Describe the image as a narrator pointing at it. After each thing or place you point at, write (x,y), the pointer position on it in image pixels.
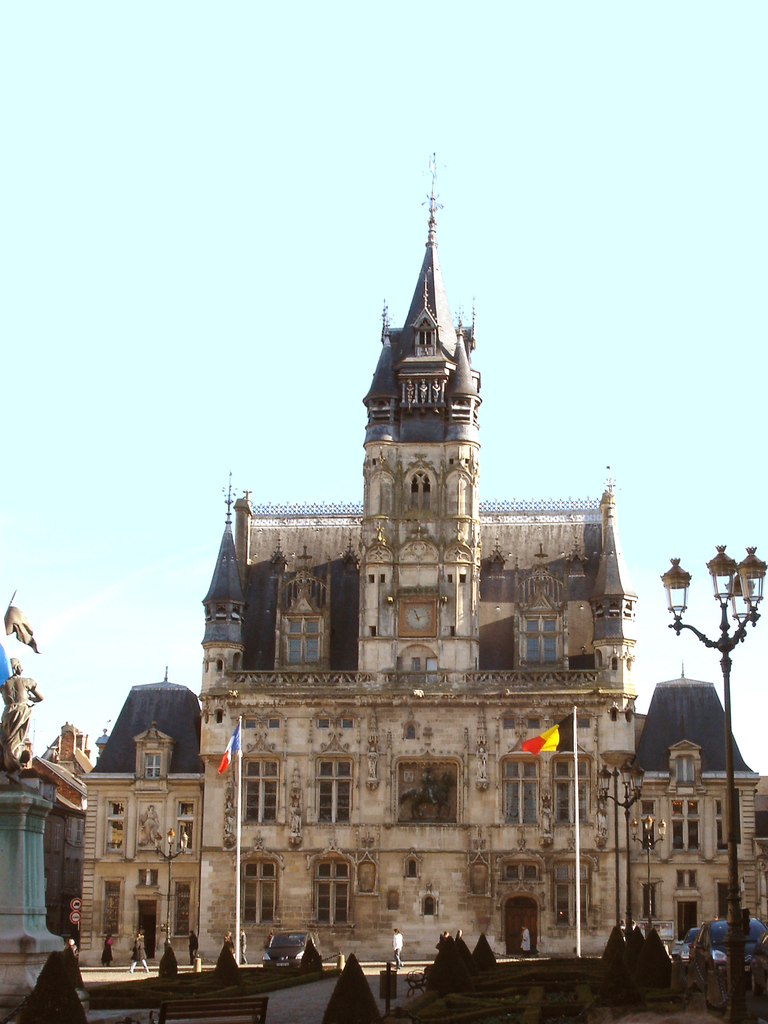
In the image I can see buildings (354,837), flags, a statue (13,728), streetlights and people (394,939) on the ground (483,1022). In the background (239,232) I can see the sky (244,219).
